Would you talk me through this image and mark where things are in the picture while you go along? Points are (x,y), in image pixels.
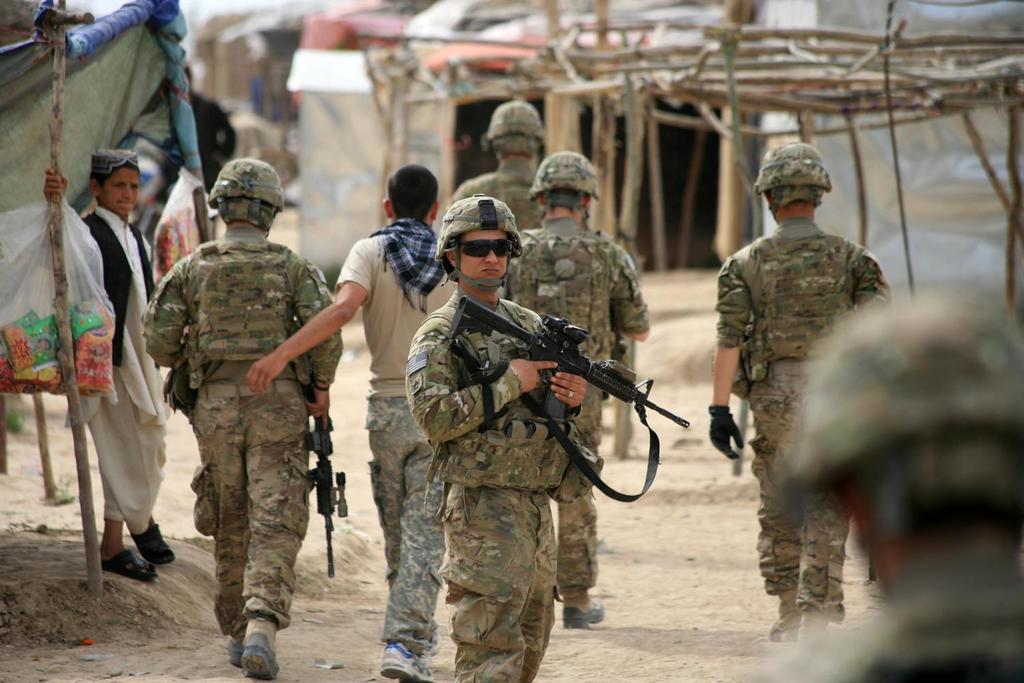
In this image we can see a person (497,418) is standing. He is wearing army uniform (512,340) and holding gun (548,339) in his hand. Behind five men (594,233) are walking. They are wearing army uniform (726,345). Left side of the image (111,182) one boy (109,169) is standing. He is holding cover (84,316) in his hand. He is wearing white color dress (152,472) and one bamboo shelter (77,109) is present. Background of the image (640,90) bamboo shelter (699,78) is present. Right bottom of the image (913,582) one more person (914,616) is there.
